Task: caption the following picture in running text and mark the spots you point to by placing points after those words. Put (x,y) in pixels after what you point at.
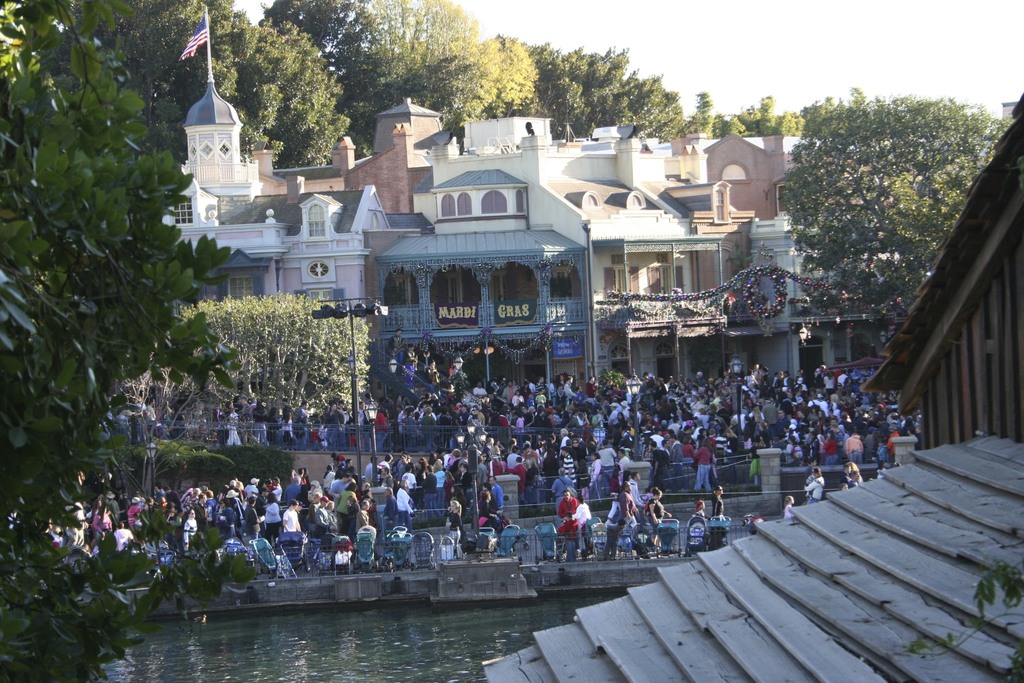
At the bottom (810,603) we can see roof (883,654) and water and on the left (95,655) there is a tree (83,349). In the background (700,408) there are few persons (577,454) standing and few (617,454) are walking on the ground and few (583,525) are holding strollers (296,556) in their hands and we can see poles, buildings (311,276), name board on the wall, small boards (526,315), trees (504,39), flag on the building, trees (824,260) and sky (682,59).
